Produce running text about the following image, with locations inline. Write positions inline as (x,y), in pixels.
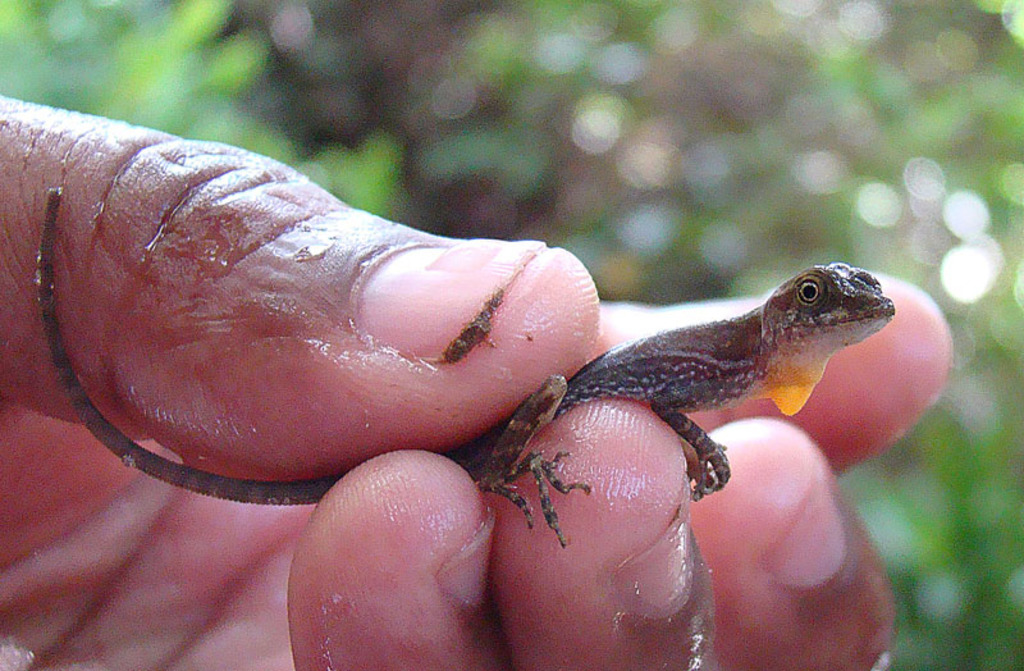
In this image we can see a person's hand (581,442) with an animal (654,406). In the background (635,135) it is blur.
